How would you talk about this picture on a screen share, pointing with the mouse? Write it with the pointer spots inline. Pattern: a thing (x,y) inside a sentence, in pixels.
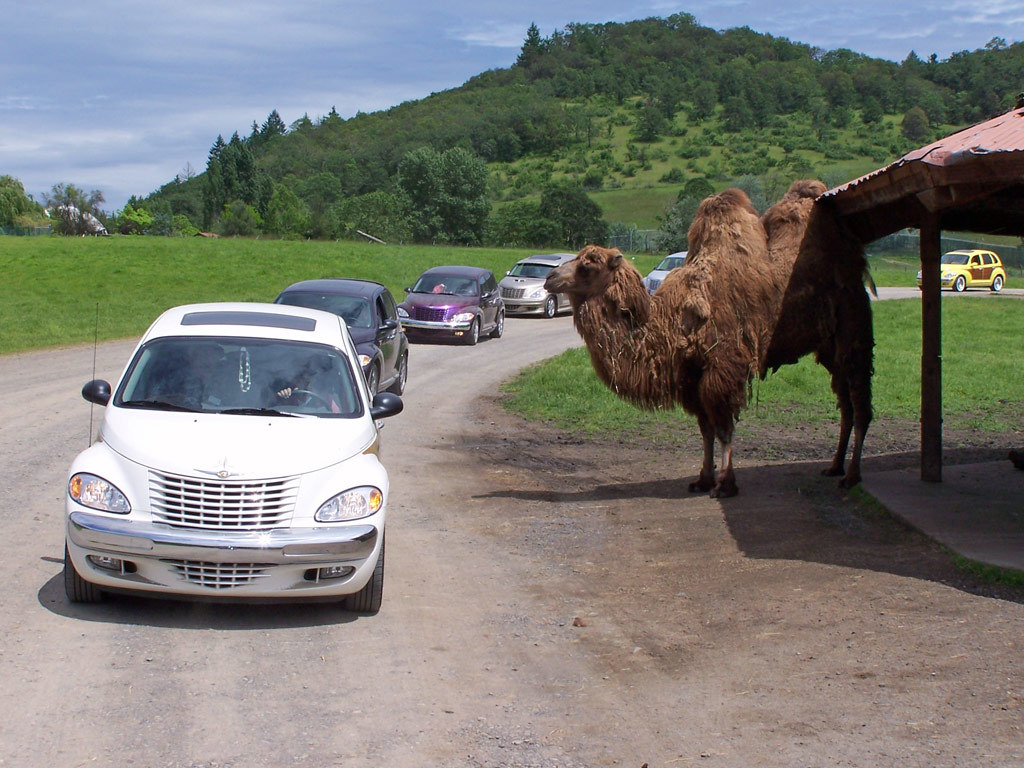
In this image in the center (377,379) there are cars (319,362) moving on the road (412,347). On the right side (733,286) there is an animal (781,304) standing and there's grass (206,266) on the ground (776,381). In the background (568,168) there are trees (527,66) and the sky (211,64) is cloudy. On the right side (973,204) there is a shelter (954,191).
